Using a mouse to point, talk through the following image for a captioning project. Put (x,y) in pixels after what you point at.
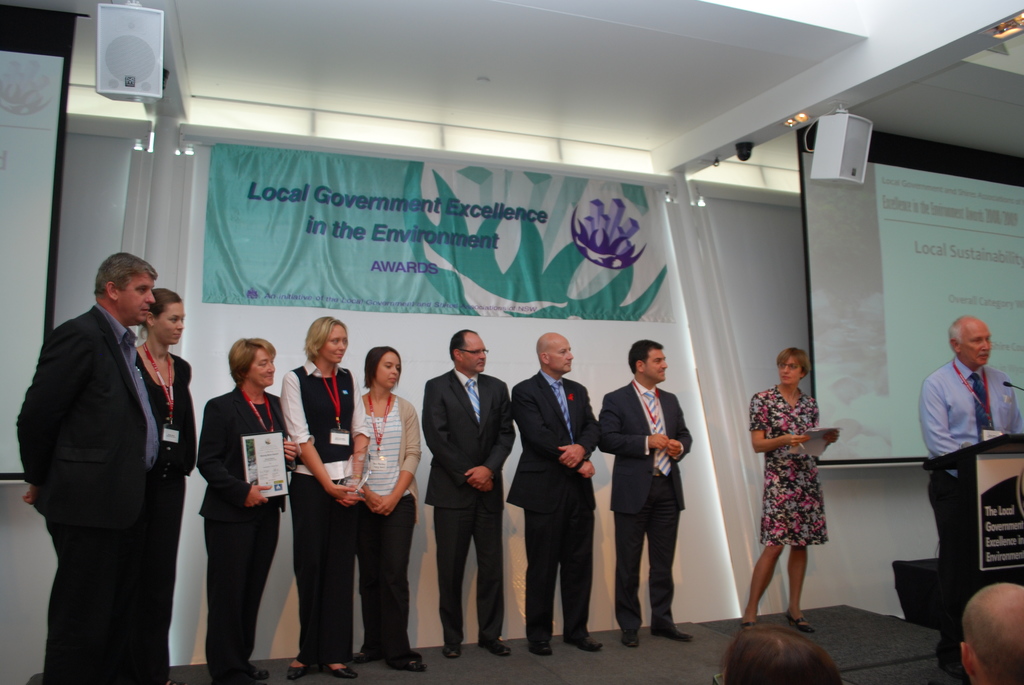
In this image I can see number of people (480,479) are standing. I can see most of them are wearing formal dress (667,486) and few of them are holding things (251,440). I can also see a podium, and mic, few projector screens (927,286), a banner (371,209), few speakers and I can see something is written at few places.
